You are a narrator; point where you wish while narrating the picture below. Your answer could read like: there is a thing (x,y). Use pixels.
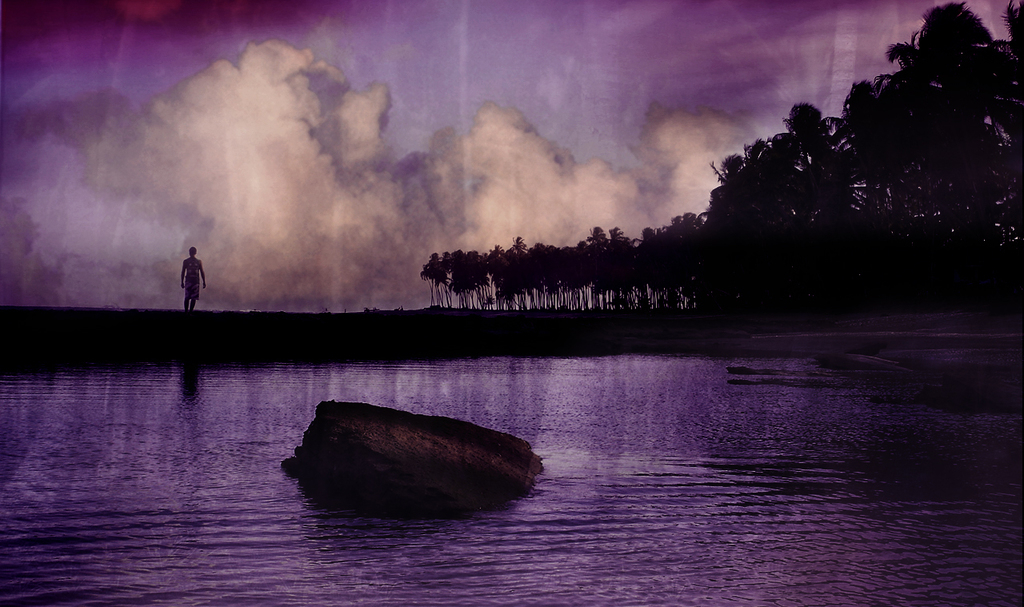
This image consists of water (267,435), rock (402,440), grass (289,333), a person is standing, trees (513,259) and the sky (473,142). This image looks like an edited photo.
